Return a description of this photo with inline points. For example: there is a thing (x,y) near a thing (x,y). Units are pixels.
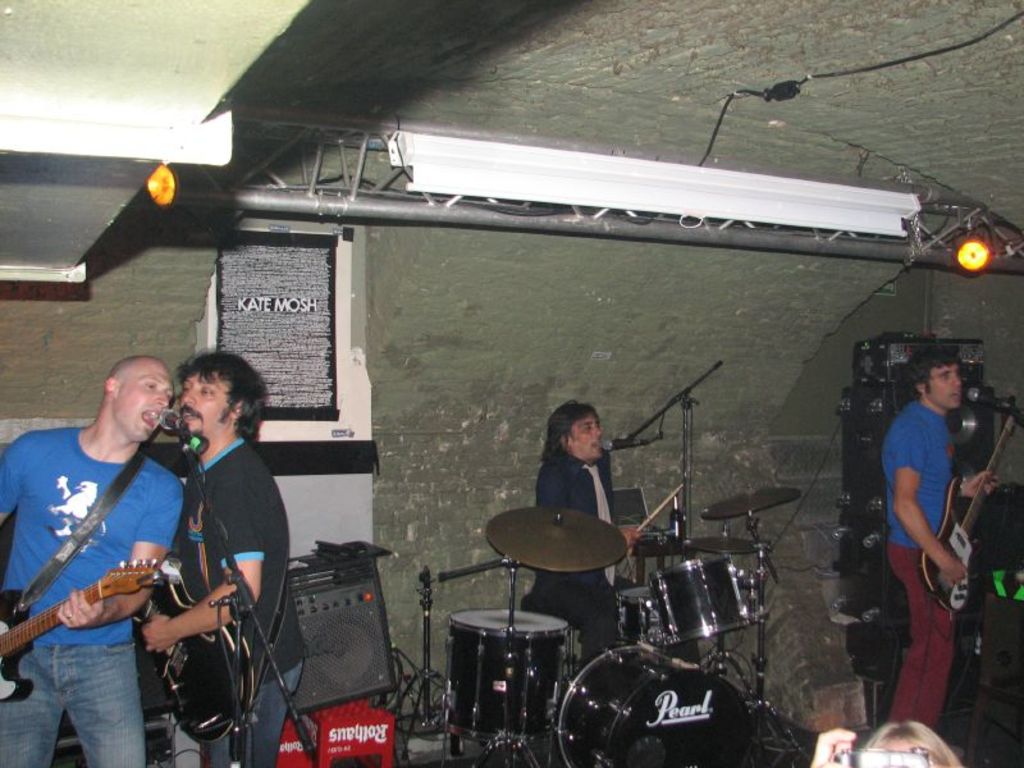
In a room (526,473) there are four persons (540,473). To the right side (909,459) there is a man (914,440) with blue t-shirt (920,473) and maroon pant (929,625) standing and playing guitar (967,524), in front of him there is a mic (970,400). In the middle (593,465) there is another man (579,464) with black jacket (586,485) sitting and playing drums (609,544), in front of him there is a mic (629,441). To the left side (98,497) there is a man (42,500) with blue t-shirt (78,501) standing and playing guitar (105,584), in front of him there is a mic (180,429) and he is singing. Beside him there is a man (241,485) with black shirt (244,476) standing and playing guitar (180,578). In the background (586,289) there is a wall (562,296) and to the top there is a light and to the bottom (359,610) there is a black box (323,590).
